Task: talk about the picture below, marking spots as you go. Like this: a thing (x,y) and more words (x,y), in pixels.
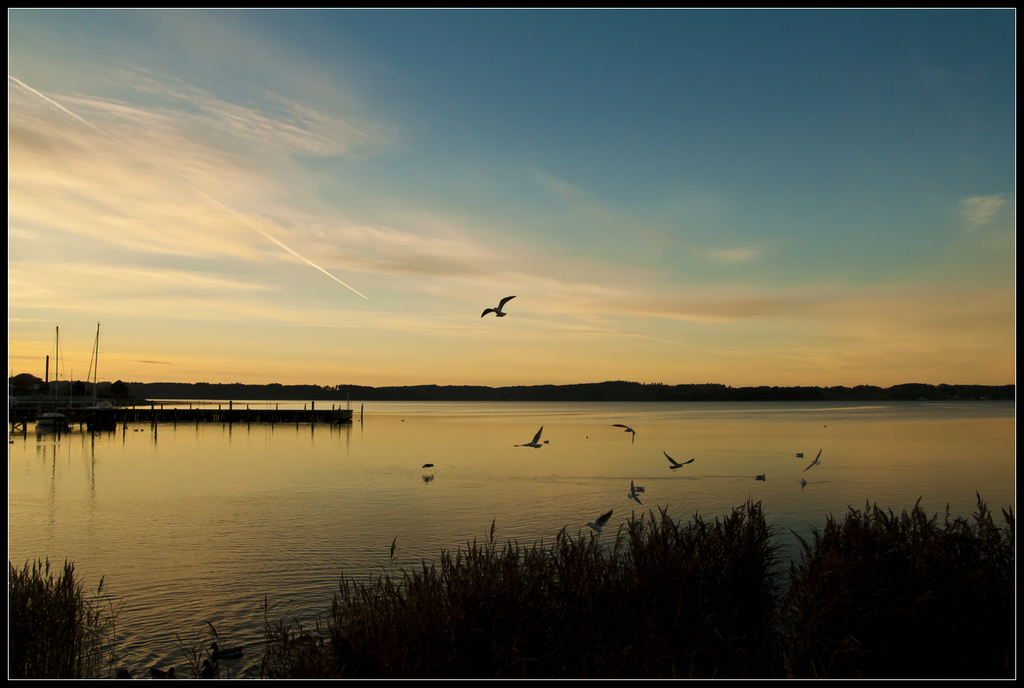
At the bottom of the picture (650,589), we see the crops (551,581) or the grass (723,547). Beside that, we see the birds (686,463) are flying in the sky (656,209). Here, we see water (344,531) and this water (358,510) might be in the lake (572,456). On the left side (290,408), we see something which looks like a bridge (82,411). There are trees (586,386) in the background (91,393). At the top (497,209), we see the sky (542,223).
